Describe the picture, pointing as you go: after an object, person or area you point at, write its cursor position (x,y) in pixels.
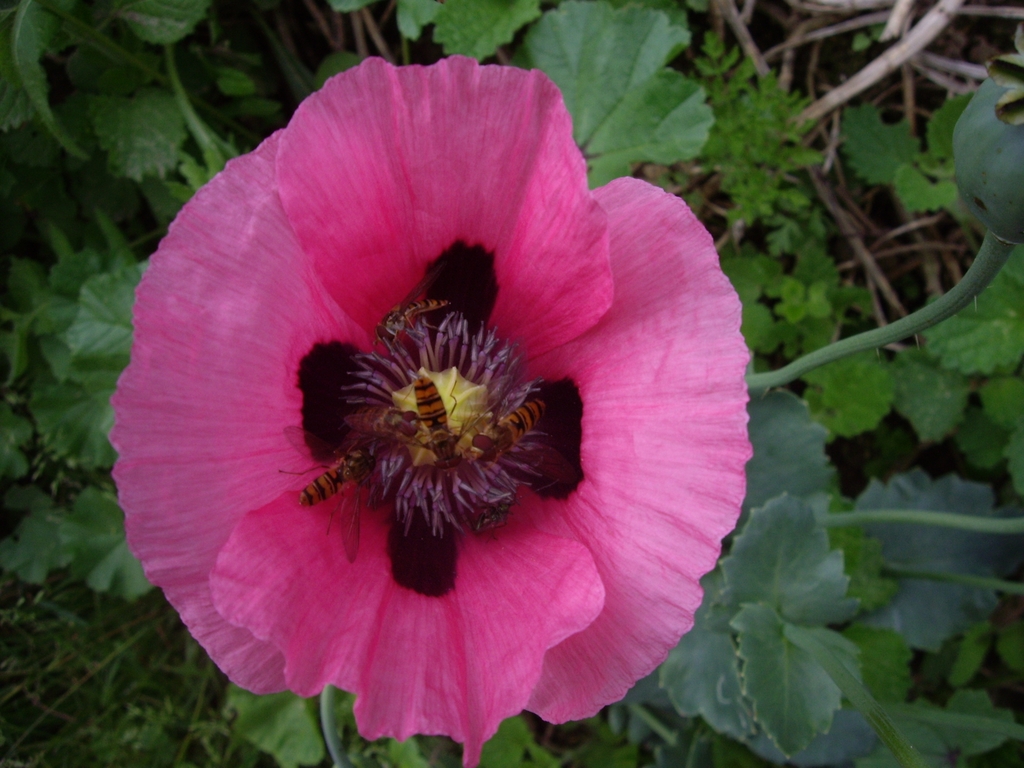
In this image there are some bees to the flower (559,541) of a plant (396,663).
